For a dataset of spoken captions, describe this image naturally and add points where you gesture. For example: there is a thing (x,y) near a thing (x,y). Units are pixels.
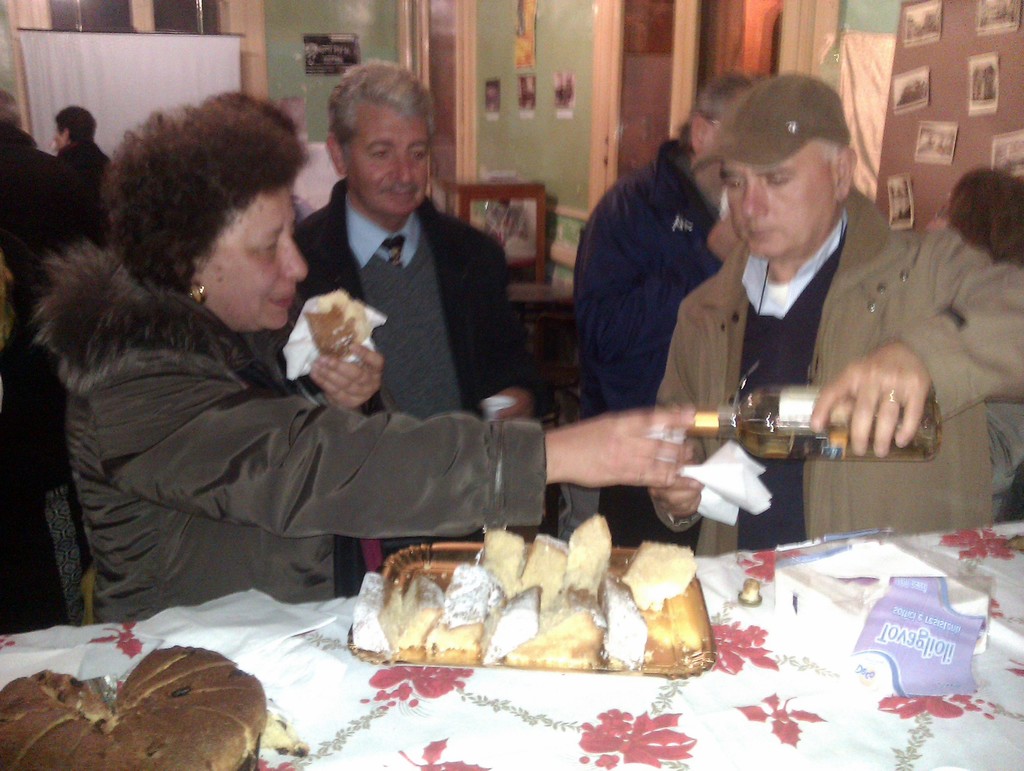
In this image we can see a few people (393,437), among them, some people (414,440) are holding the objects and there is a table (495,669) with some food (425,621) on it, there are some photographs (906,87) on the wall (329,80), also we can see a projector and a photo frame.
